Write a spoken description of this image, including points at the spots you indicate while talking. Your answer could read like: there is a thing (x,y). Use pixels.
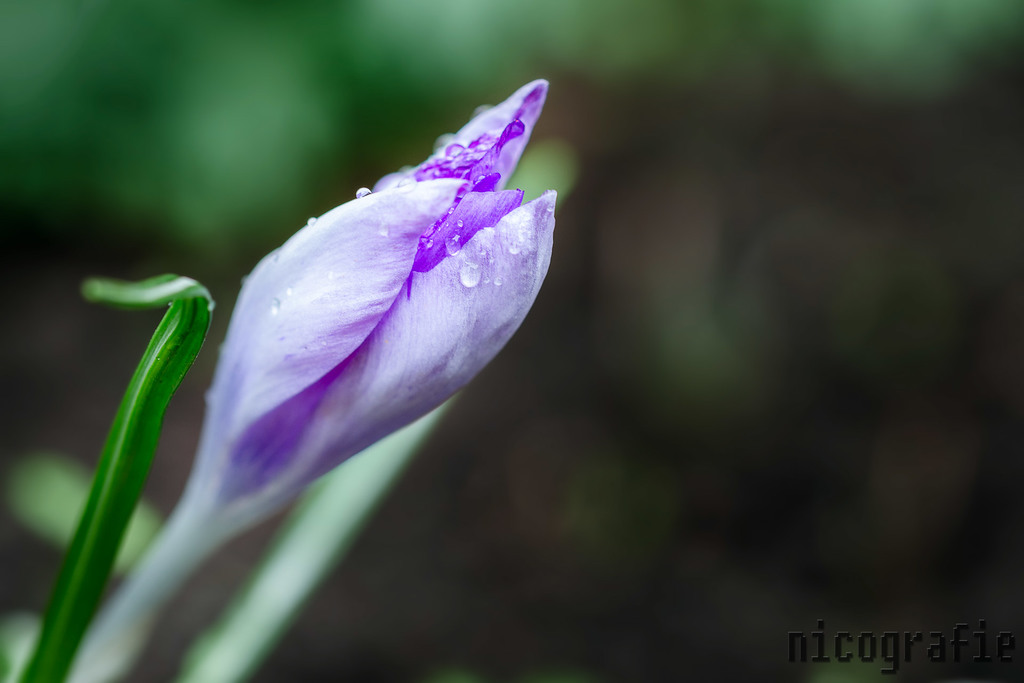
The purple and white color mixed bud (450,253) is highlighted in this picture. Background (289,188) it is in green color.
